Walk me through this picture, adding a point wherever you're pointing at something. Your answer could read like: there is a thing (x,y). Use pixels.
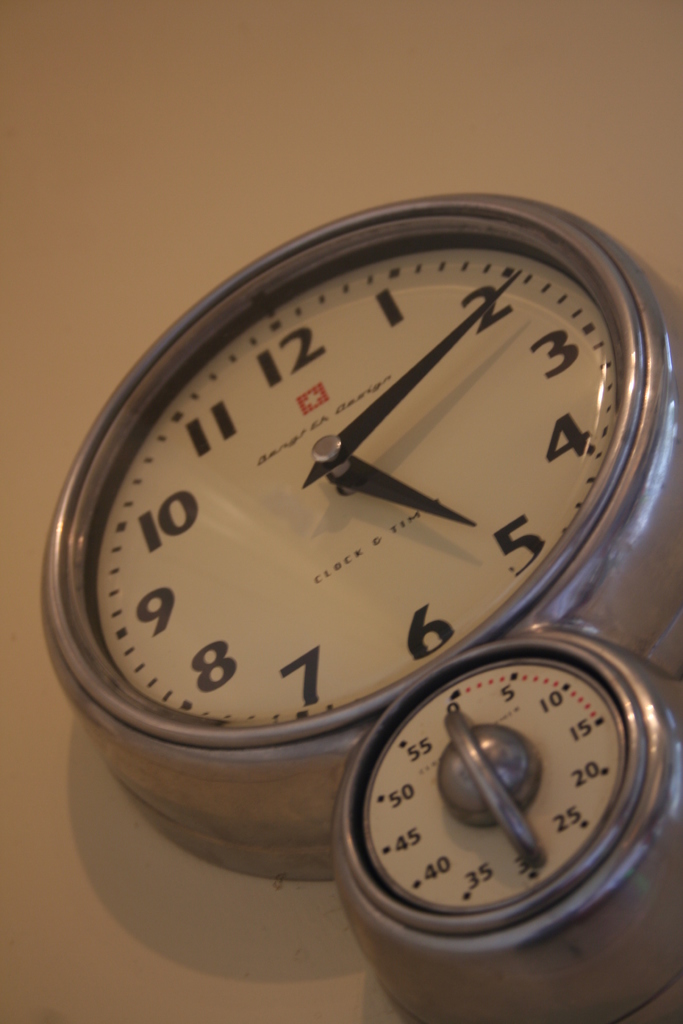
In this image we can see a clock (290,830) on the wall (32,558).
